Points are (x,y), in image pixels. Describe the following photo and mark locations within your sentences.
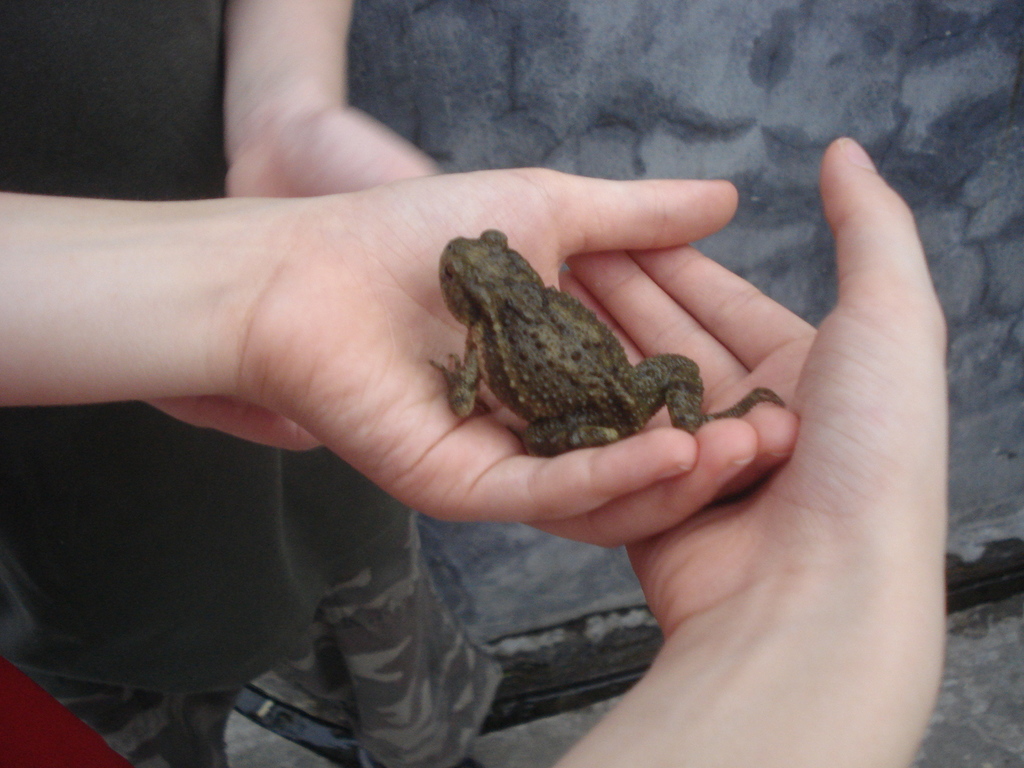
In this picture I can see a frog (502,346) on the person hand (439,349), there is another person (127,59) standing, and in the background (813,95) it is looking like a wall (695,26).
